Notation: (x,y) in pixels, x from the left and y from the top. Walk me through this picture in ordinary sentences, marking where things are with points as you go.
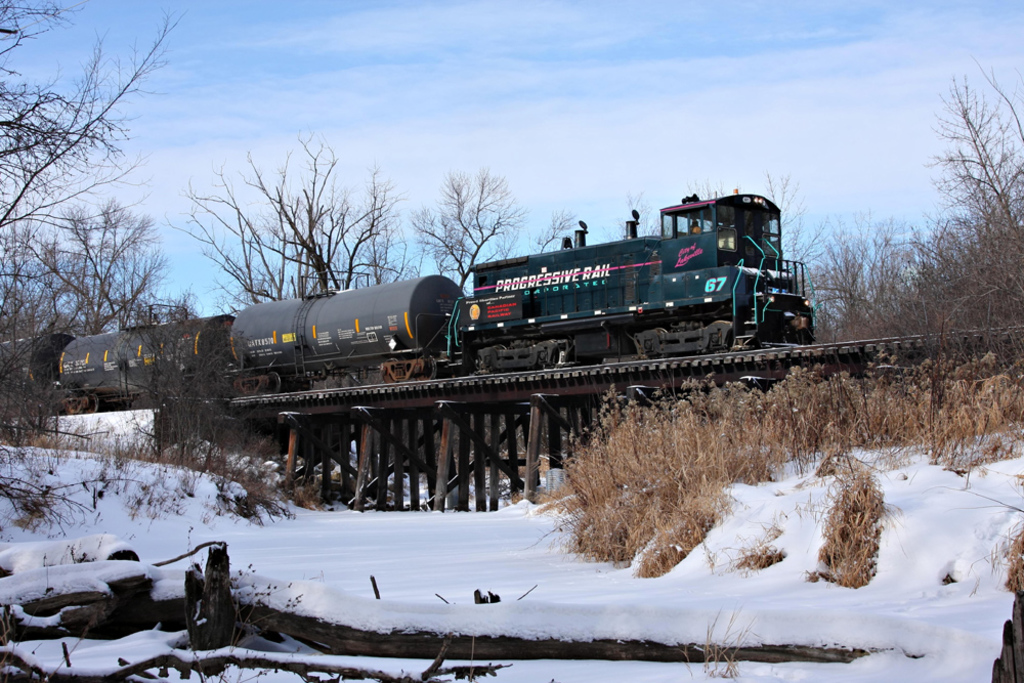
In this image in front (425,649) there are wooden branches (408,630). At the bottom of the image (619,527) there is grass (999,421) and there is snow (387,518) on the surface (428,571). In the center of the image (607,267) there is a train (425,315) on the bridge (571,401). In the background of the image (77,246) there are trees (35,277) and sky (356,49).
